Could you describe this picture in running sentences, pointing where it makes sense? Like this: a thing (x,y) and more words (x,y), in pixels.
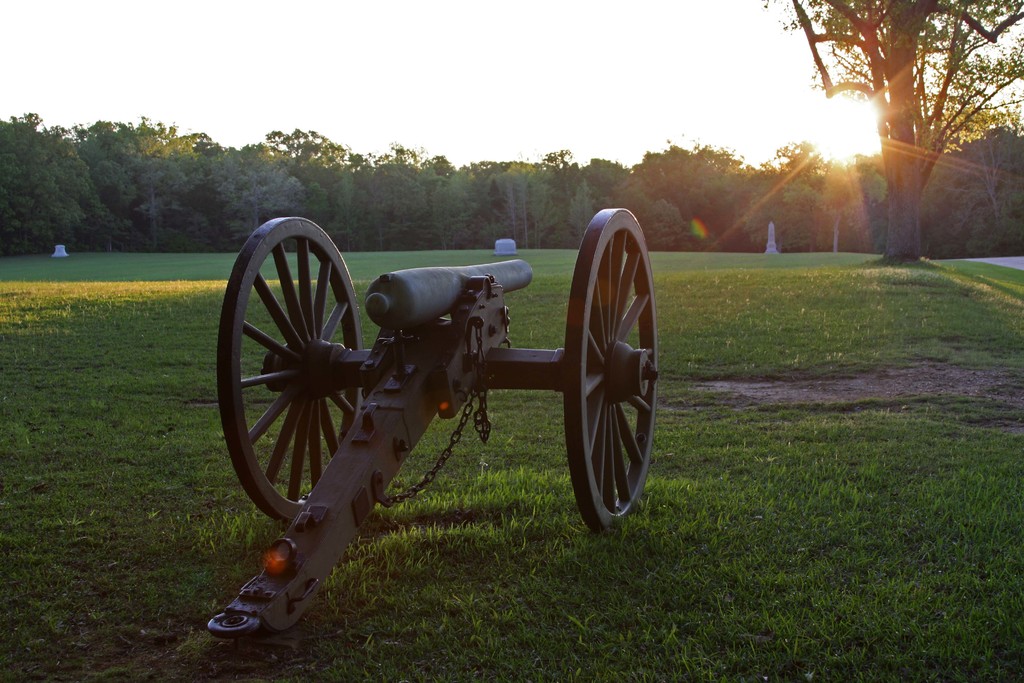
In this image there is a cannon gun (349,354) on the surface (47,648) of the grass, behind the cannon (422,295) there are trees (554,212).
